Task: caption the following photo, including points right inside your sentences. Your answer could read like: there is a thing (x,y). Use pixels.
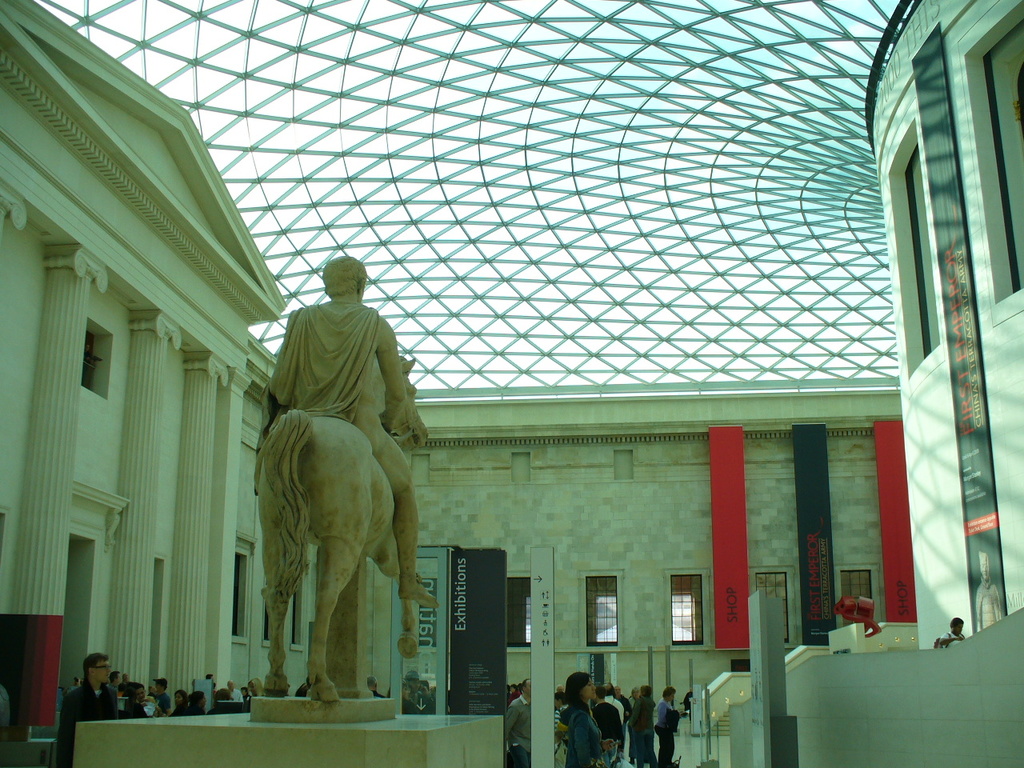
In the foreground of the picture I can see the statue (319,372) of a man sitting on the horse (325,619). In the background (621,700), I can see a group of people (635,700). I can see the building (205,417) on the left side (210,486). There is a banner (977,364) on the wall (1023,339) on the right side (972,501).
